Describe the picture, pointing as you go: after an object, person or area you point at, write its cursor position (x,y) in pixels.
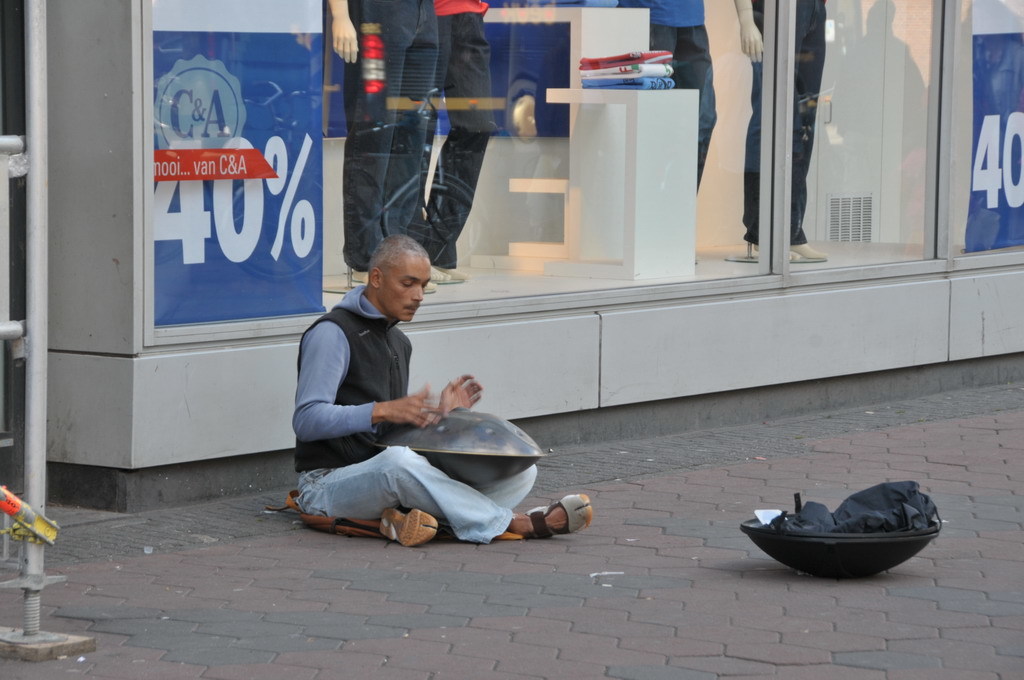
In this image I can see a person (361,346) sitting on the floor (177,527) and in front of the person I can see pan (884,567) kept on the floor (634,599) and person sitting in front of the glass wall (887,148), through wall (883,43) I can see persons legs (424,64), on the left side (39,464) I can see a stand (38,574).
